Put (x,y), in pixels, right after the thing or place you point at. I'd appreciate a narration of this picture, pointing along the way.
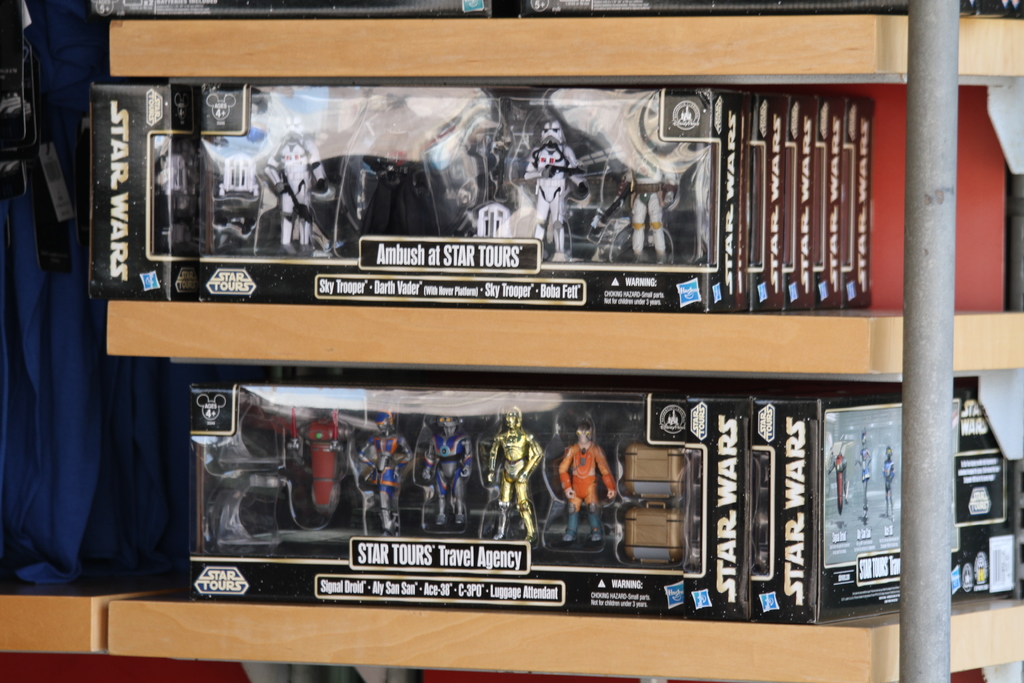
In this image we can see a group of dolls (459,476) in the cardboard boxes (574,555) which are placed in the racks (822,655). We can also see the tags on clothes (63,430). We can also see a pole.
